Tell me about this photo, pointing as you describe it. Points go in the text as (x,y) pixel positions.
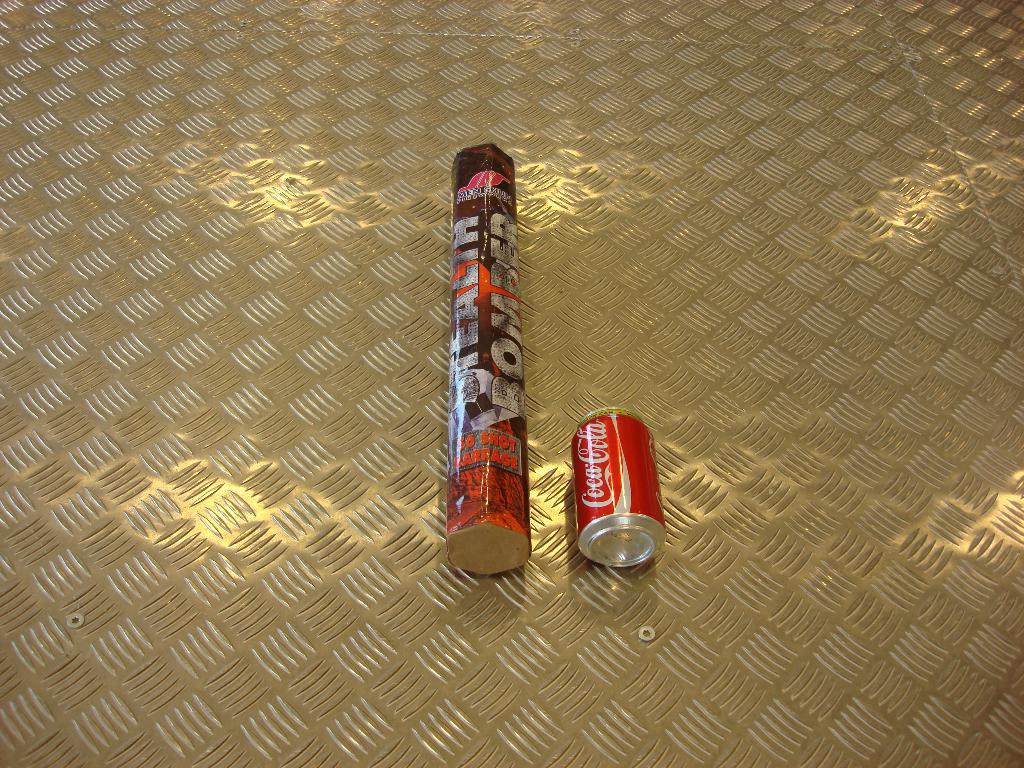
In this image, there is tin (609,469) and bomber stick (511,493) in the center of the image (451,355).
